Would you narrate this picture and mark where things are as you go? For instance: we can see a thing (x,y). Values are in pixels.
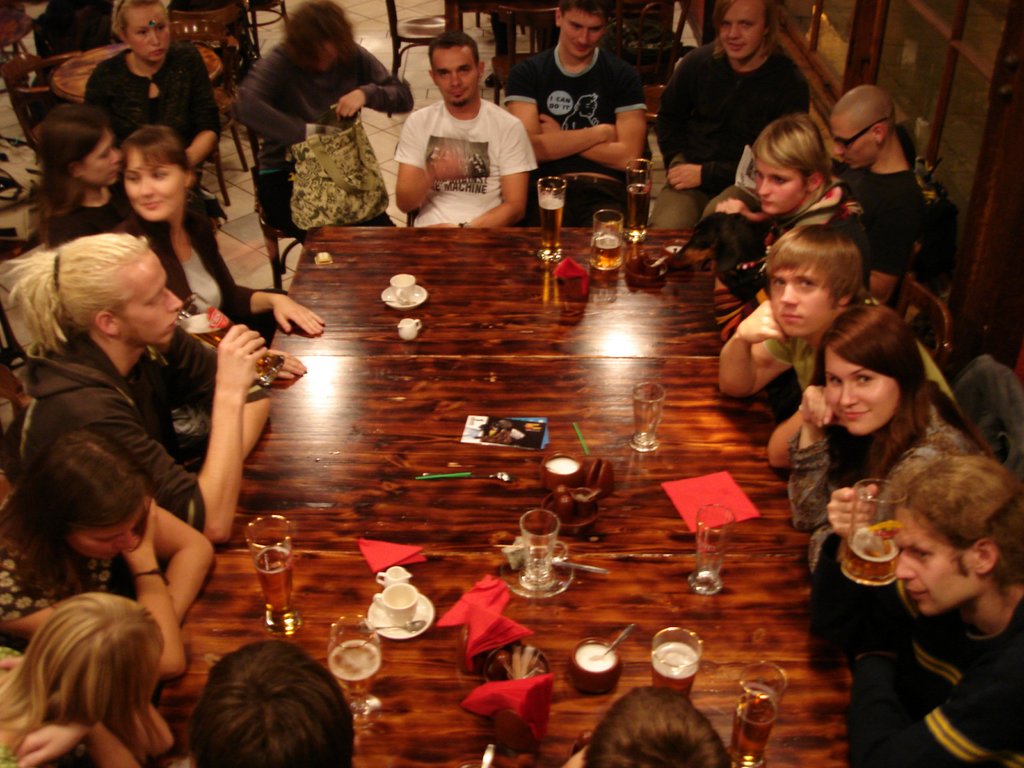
This picture is clicked inside the room (1011,165). Here, we see many people (141,311) sitting on chair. In front of them, we see a brown table (378,388) on which cup (390,287), saucer (422,300), glass (266,589), jar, paper (718,503), tissue (713,480), spoon (632,626), pen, book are placed on it. Behind them, we see many tables (80,91) and chairs (409,39). The woman (276,95) in the middle of the picture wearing grey jacket (284,121) is holding bag (311,174) in her hand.
